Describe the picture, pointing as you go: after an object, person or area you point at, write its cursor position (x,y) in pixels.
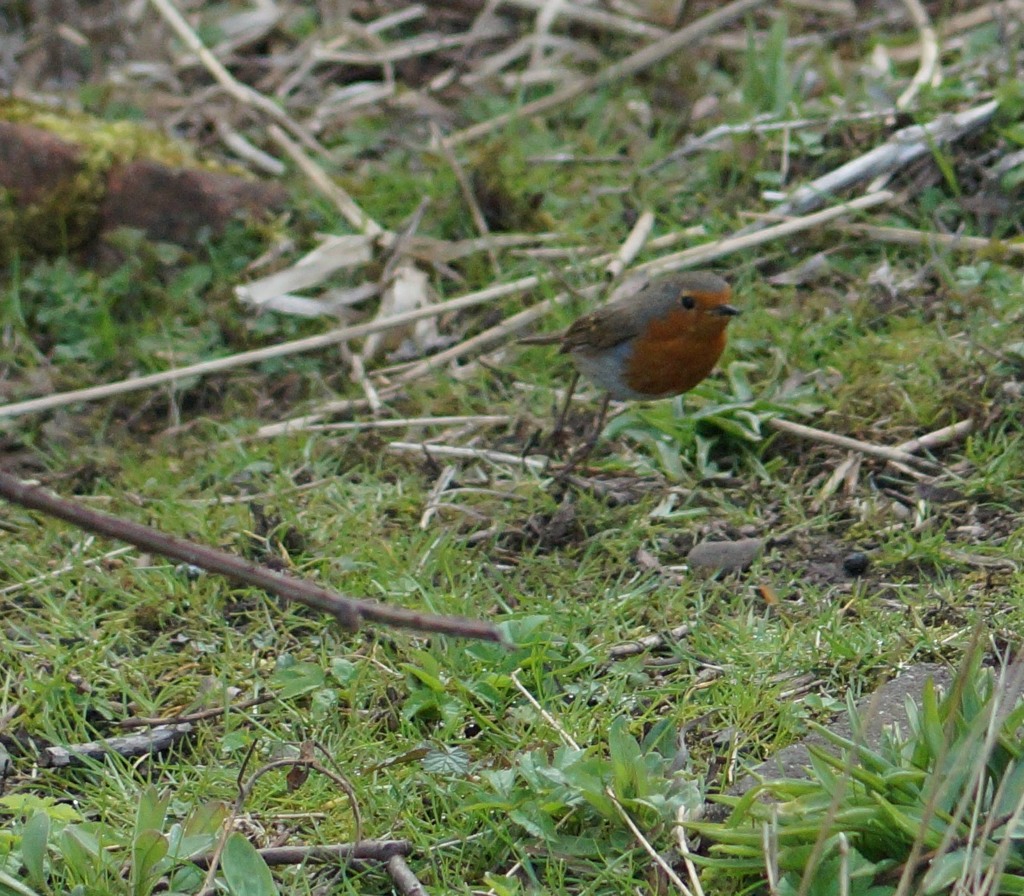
In this picture there is a bird (695,293) on the grass (526,145). At the bottom (564,869) there is grass (828,620) and there are plants (156,843) and there are sticks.
